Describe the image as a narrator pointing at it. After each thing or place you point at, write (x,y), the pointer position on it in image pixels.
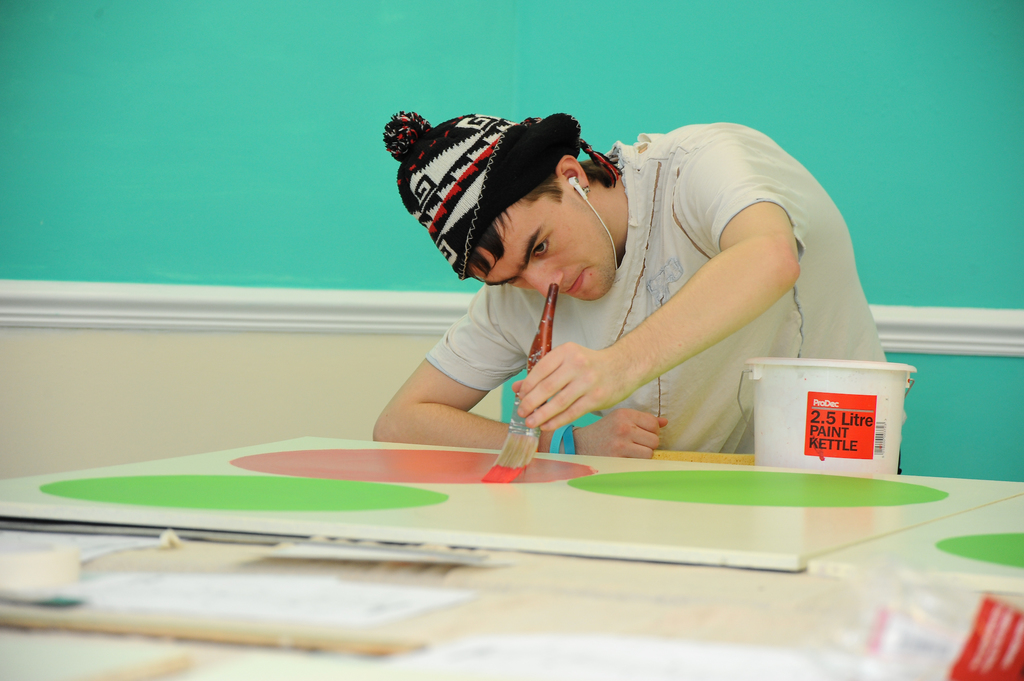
In this picture, we can see a person (641,298) with headphones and holding a brush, and the person (613,362) is painting on an object (326,502), we can see the table (525,617) with some objects (894,479) like boards (532,524), container (890,462), and we can see the blurred objects (127,602) in the bottom of the picture (107,625), we can see the wall (935,84).
